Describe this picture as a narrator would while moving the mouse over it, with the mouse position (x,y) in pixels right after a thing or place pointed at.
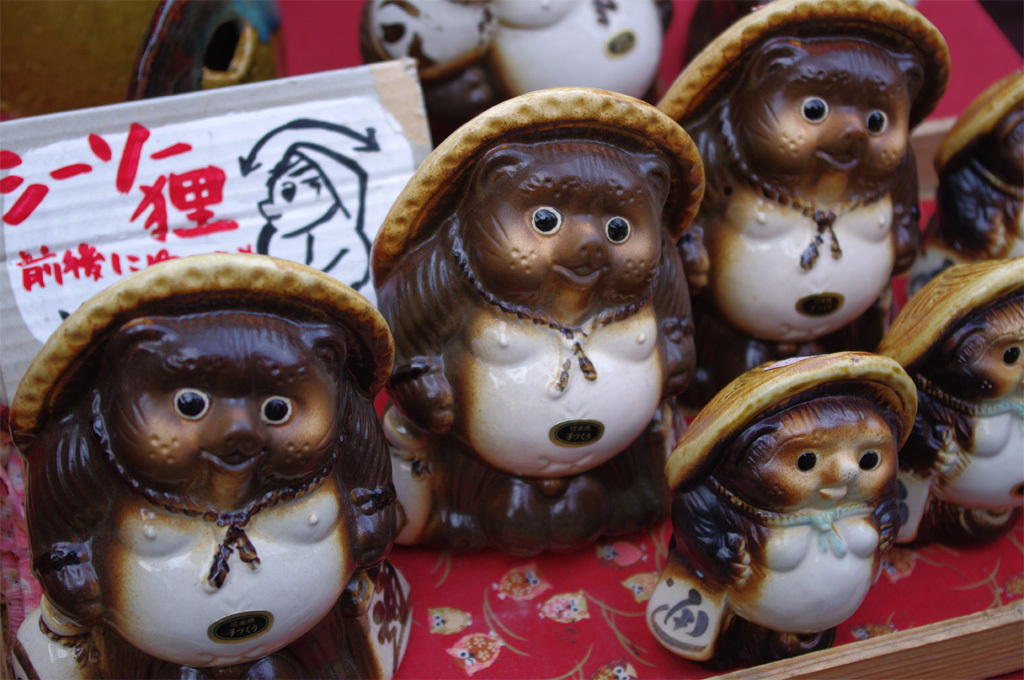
In the image there are ceramic toys (627,304).
